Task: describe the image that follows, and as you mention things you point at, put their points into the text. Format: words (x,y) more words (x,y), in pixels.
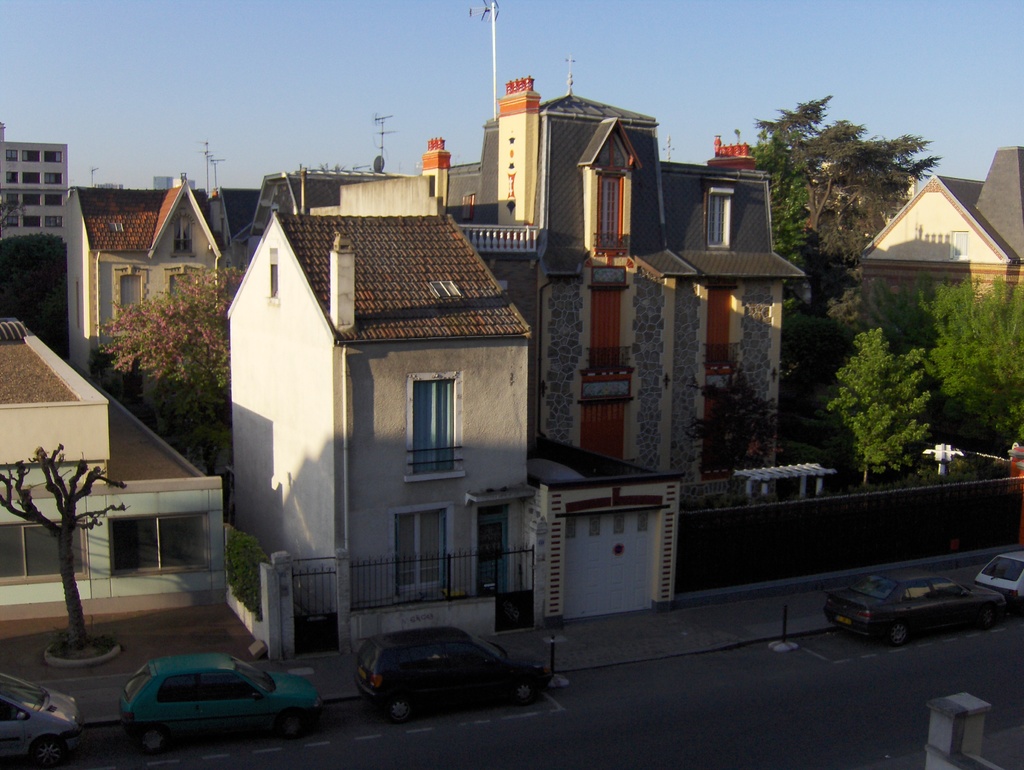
In this image there is a road (689,701) at the bottom (715,723). On the road (889,668) there are cars (455,695). Beside the road (637,665) there are so many buildings (598,360). At the top (168,54) there is the sky (179,50). On the right side (842,239) there are trees (848,254) in between the buildings (872,258).
